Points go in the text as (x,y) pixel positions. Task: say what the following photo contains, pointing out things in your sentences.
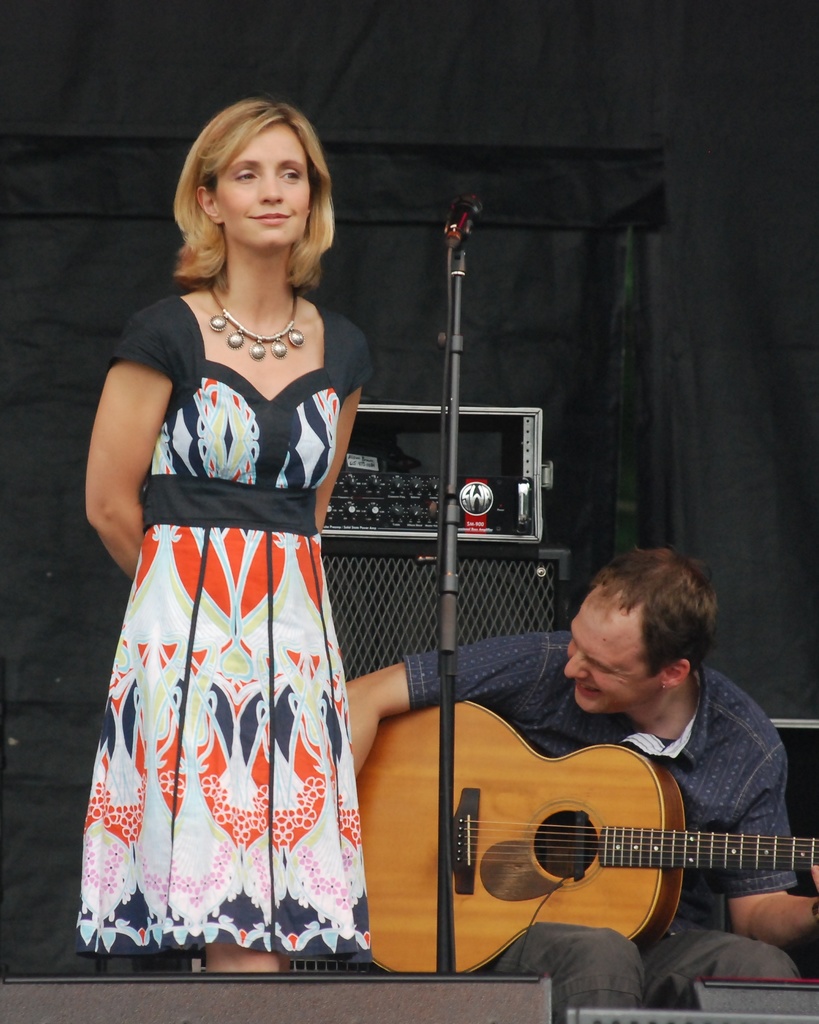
In this picture we can see woman (169,756) standing and smiling and beside to her man (543,752) sitting holding guitar (530,778) in his hand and smiling and in front of them there is mic (445,513) and in background (387,315) we can see wall (582,389), some machine (352,510) on speakers (466,590).
